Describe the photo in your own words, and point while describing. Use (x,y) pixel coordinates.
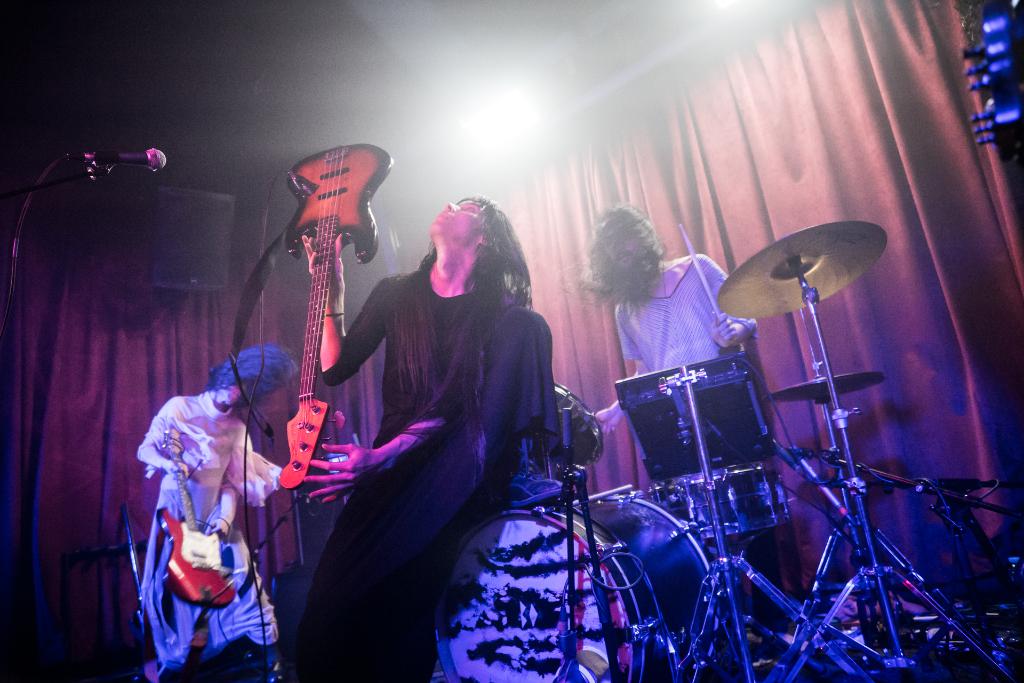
Here we can see a band (147,443) performing on stage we can see two women (397,303) in the left side (305,349) having guitars (307,472) in the hand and there is microphone (155,156) in front of them at the back side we can see a person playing drums (693,489) and there are lights (505,106) and curtains (561,207) present.
